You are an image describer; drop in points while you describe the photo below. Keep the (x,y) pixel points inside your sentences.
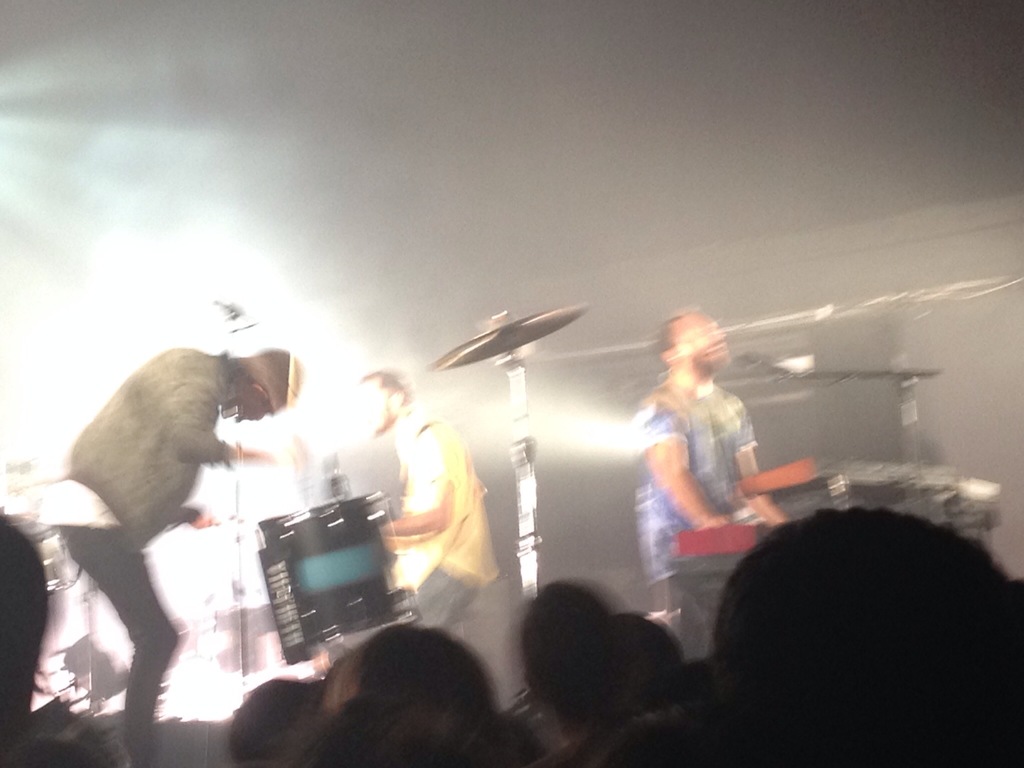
In this picture we can see some of the people (710,377) playing musical instruments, on right side (683,426) the man (683,426) is standing and playing a musical instrument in front of the microphone (749,369), here is a cymbal (508,342) and there are group of people (635,720) standing and watching them.
